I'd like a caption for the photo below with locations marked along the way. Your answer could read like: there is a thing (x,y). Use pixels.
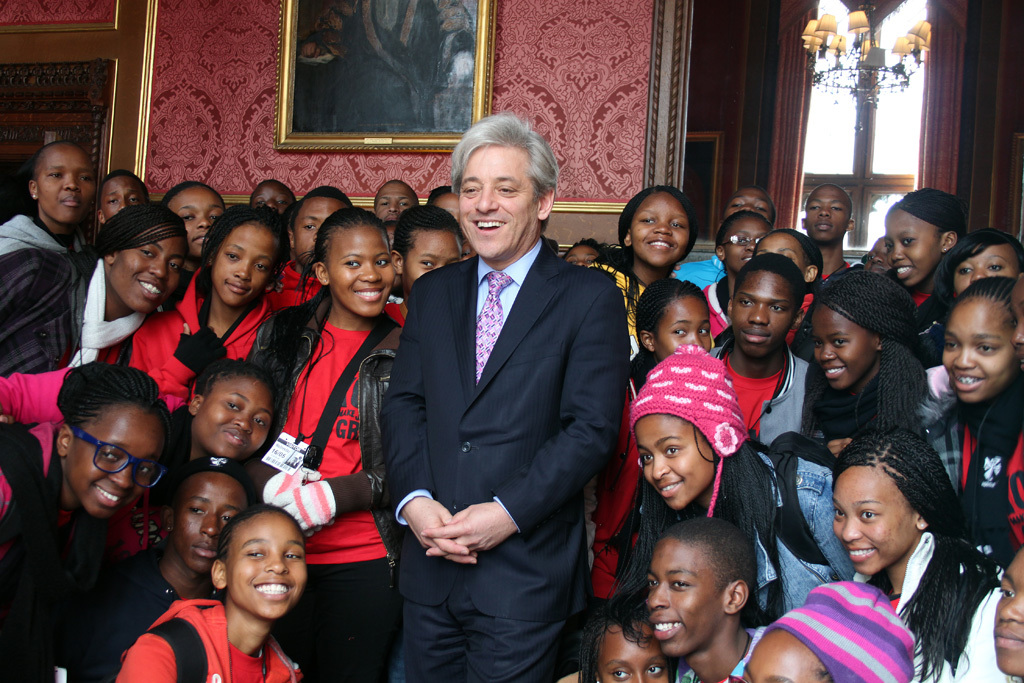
Here we can see group of people (765,417) and they are smiling. In the background (394,7) we can see a frame (452,107), wall (561,138), pole (862,202), and lights (862,63).
